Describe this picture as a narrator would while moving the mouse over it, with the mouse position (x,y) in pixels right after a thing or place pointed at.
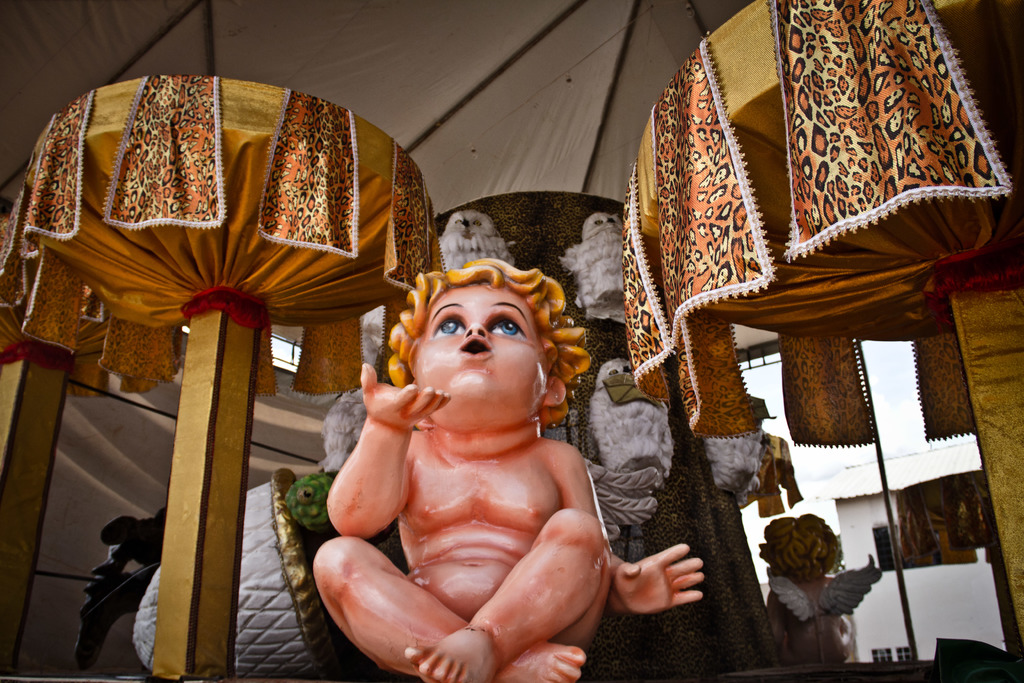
Here in this picture in the middle (492,391) we can see a doll (401,533) present over there and beside that we can see some things (752,296) umbrella structure (778,197) present on the poles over there and above them we can see a tent (128,34) present over there.
